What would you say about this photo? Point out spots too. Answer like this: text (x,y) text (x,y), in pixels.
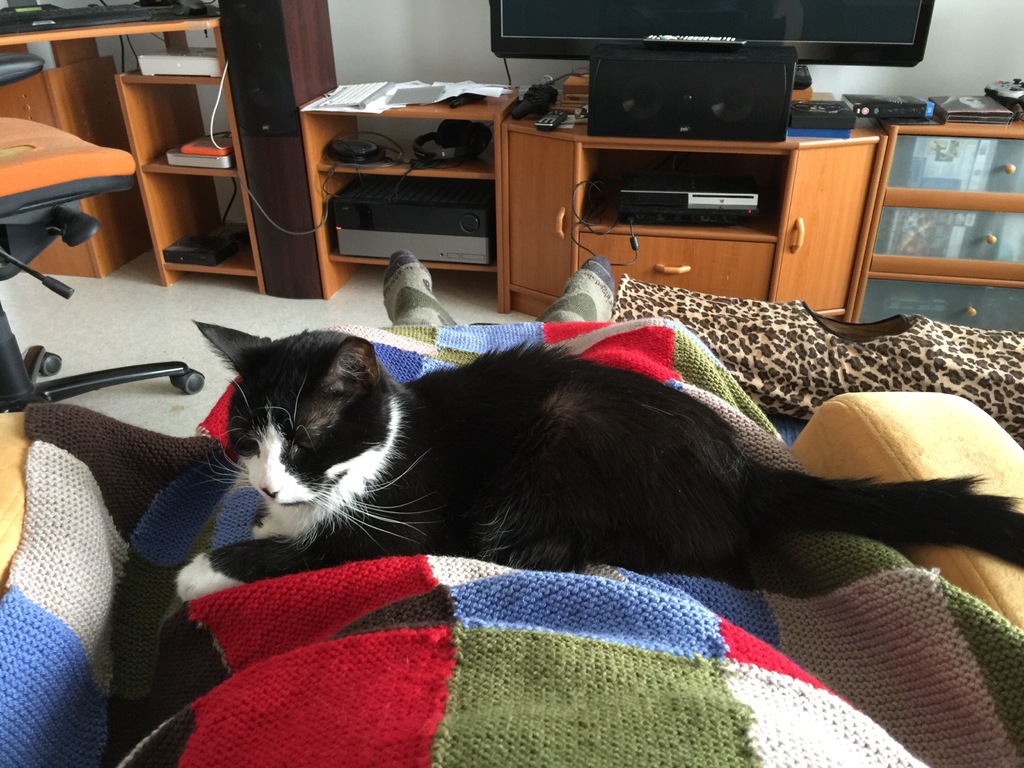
In this image i can see a cat (525,491) is lying on a couch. I can also see there is a cupboard (504,147) with a TV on it.
